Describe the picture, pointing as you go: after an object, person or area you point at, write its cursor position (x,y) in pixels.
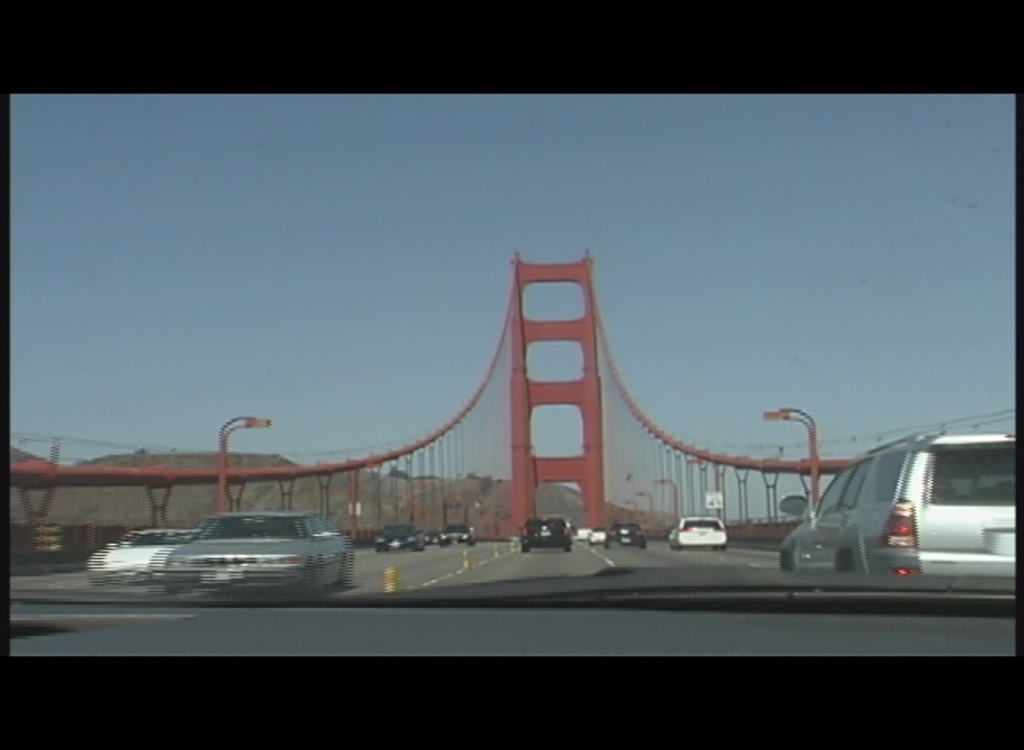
In this image we can see the photo which is taken from the vehicle (89,602) and we can see some vehicles (801,541) on the road (359,564) and there is a bridge (529,329) in the background (17,503) and we can see the mountains (263,502). There are few street lights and at the top (650,186) we can see the sky (931,155).
